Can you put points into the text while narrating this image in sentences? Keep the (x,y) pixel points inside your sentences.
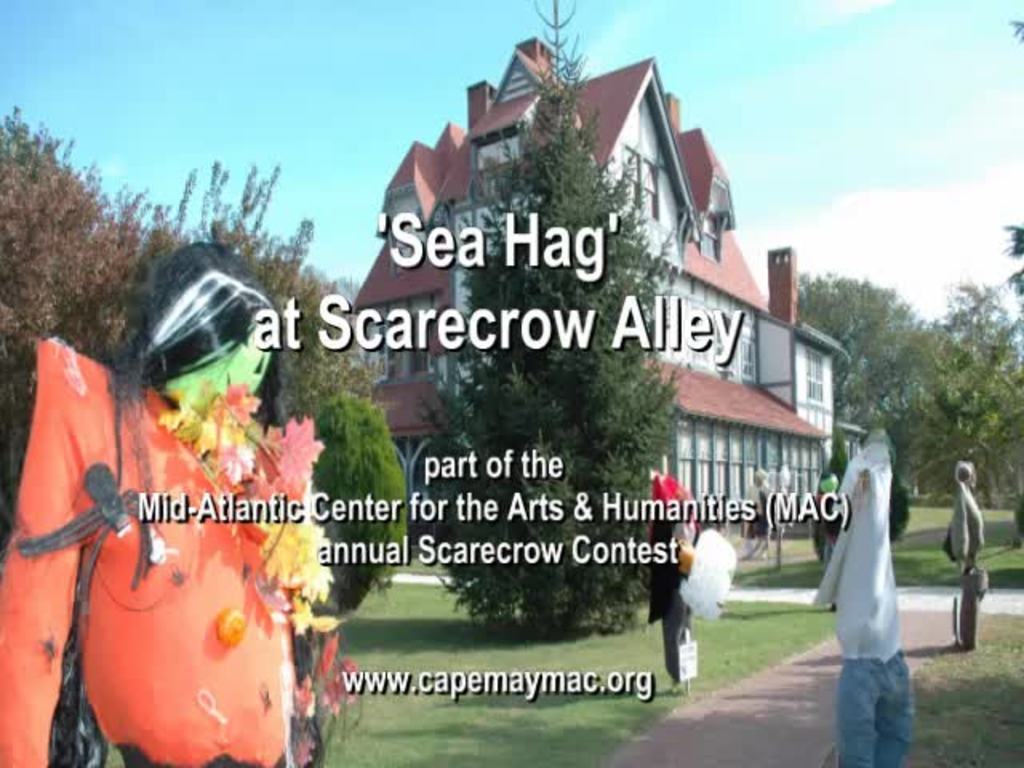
In this picture we can see some dolls (294,533), a building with windows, grass (552,716), a group of trees (936,460), a pole (411,480) and the sky (300,128). We can also see some text (695,512) on this picture.
